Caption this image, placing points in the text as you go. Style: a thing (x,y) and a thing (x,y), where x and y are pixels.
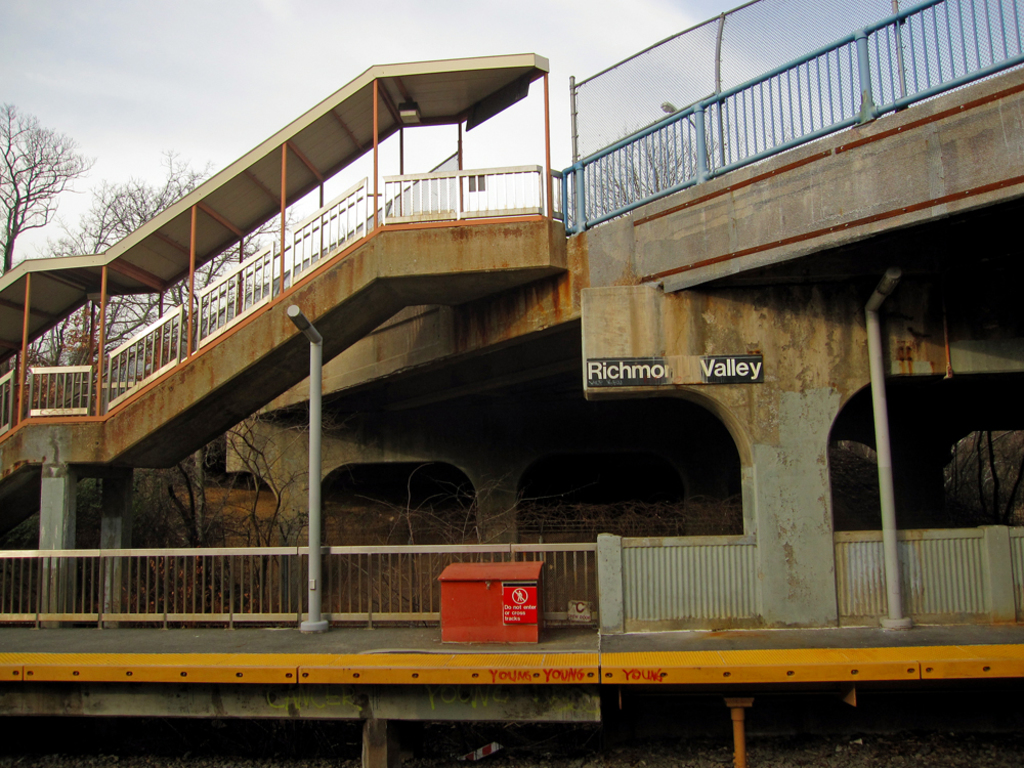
In this picture we can see a bridge (815,299), fences (661,549), poles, box (456,625) on a platform (540,673), name board (628,367) on the wall (688,355), trees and some objects (402,106) and in the background (61,77) we can see the sky (60,58).
